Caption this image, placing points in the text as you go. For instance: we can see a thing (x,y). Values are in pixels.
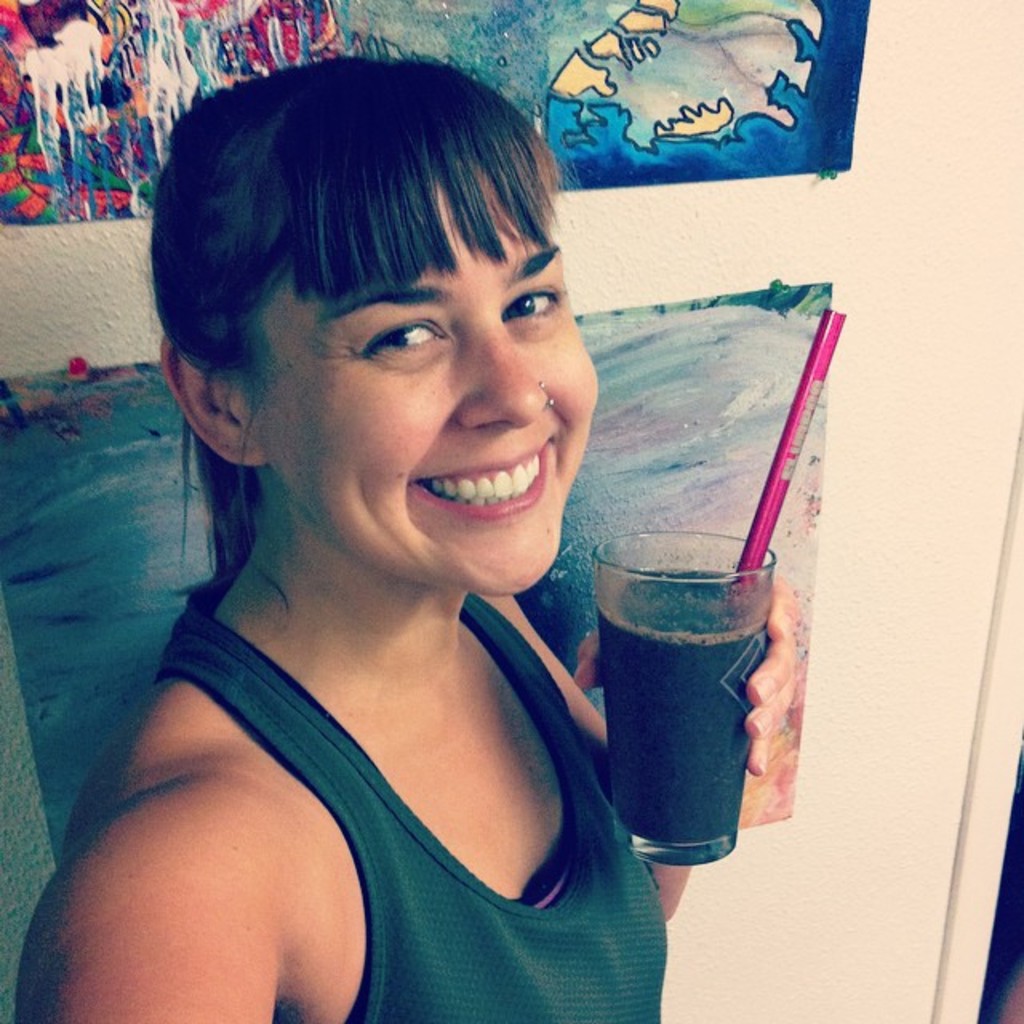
In this image we can see a person (350,663) holding a glass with a drink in it. Behind the person (496,722) we can see a wall (804,270). On the wall (804,270) we can see few papers (561,32) attached with pins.
